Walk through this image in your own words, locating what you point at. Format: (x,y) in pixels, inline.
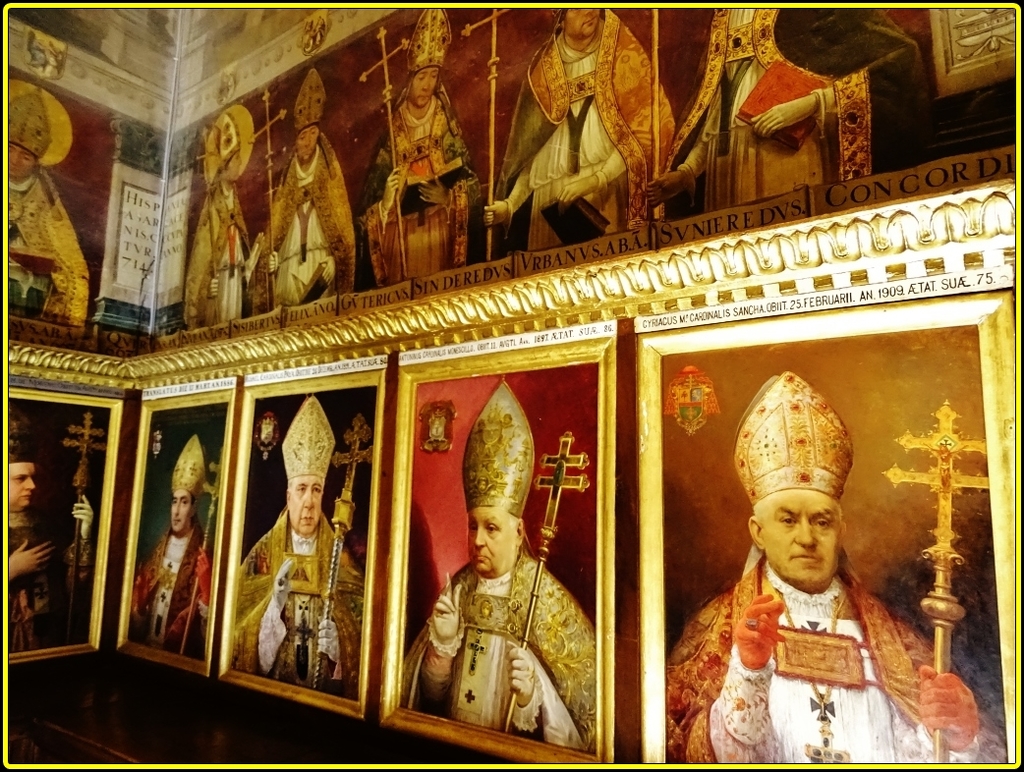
Here we can see frames (809,426), and pictures (439,106) of persons (613,201).
